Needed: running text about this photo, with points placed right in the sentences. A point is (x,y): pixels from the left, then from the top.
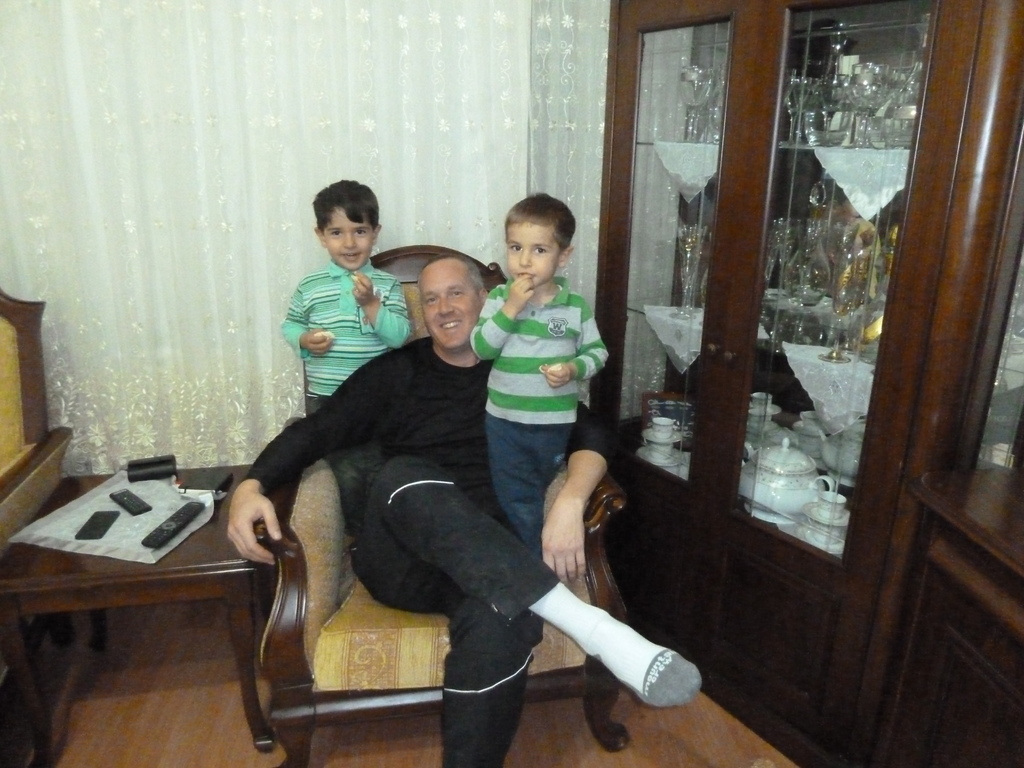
In this picture we can see man (409,449) sitting on chair (310,505) and smiling and here boy (565,363) standing on that chair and at back of him other boy (343,260) smiling holding some food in his hand (323,337) and standing and beside to him there is table (103,526) and on table (181,500) we can see remotes (127,499), mobile (109,525), cloth (142,536) and in background (164,320) we can see curtains (583,131), glass cupboard (664,158) with glass items (819,113), tea pot (787,451), cup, saucer (826,521) in it.
